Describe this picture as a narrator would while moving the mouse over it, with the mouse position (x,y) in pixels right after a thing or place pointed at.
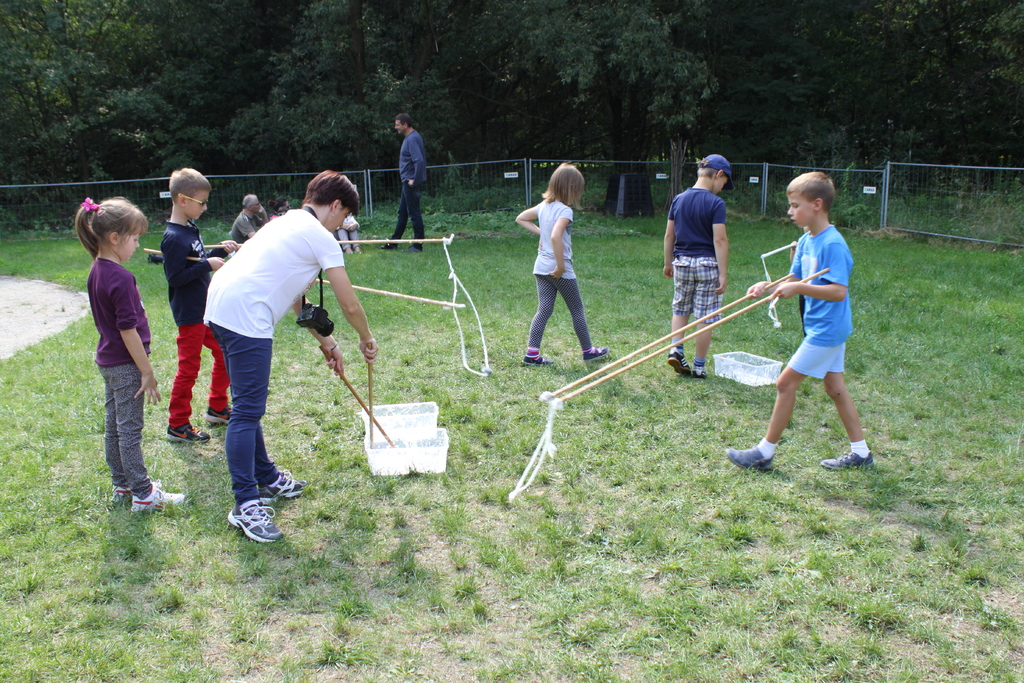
In the picture we can see a grass surface (972,430) on it, we can see some children (101,246) are standing and holding some sticks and behind them, we can see a man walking and behind him we can see a railing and behind it we can see many trees (275,23).
